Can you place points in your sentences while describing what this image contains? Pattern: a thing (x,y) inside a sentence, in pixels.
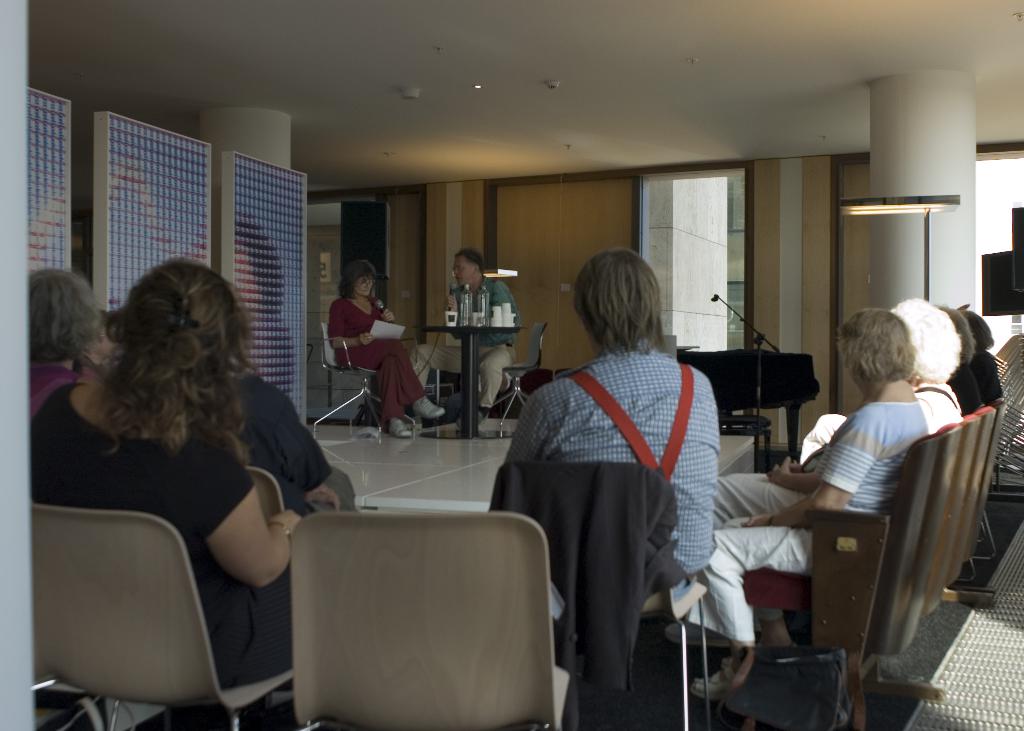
As we can see in the image there is a wall (519,272), few people (173,504) sitting on chairs (310,566) and on stage (414,443) there are few people (495,285) sitting. On table (470,327) there are bottles (479,321) and glasses (496,324).
